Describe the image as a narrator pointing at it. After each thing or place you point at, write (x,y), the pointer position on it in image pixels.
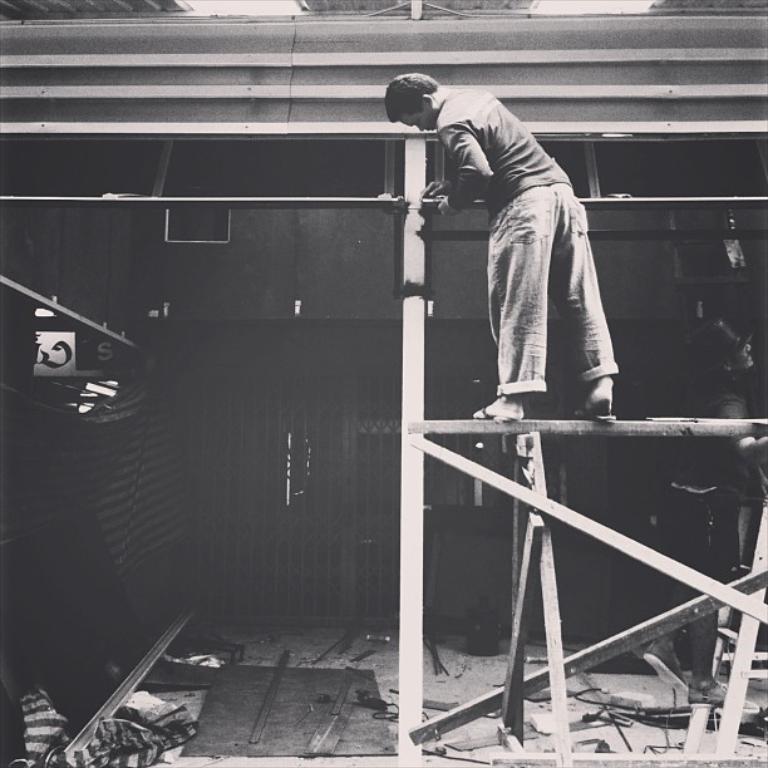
In this picture we can see a man (474,159) standing on a pole (484,426) and a person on a ladder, cables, rods (415,527) and some objects (356,682).
